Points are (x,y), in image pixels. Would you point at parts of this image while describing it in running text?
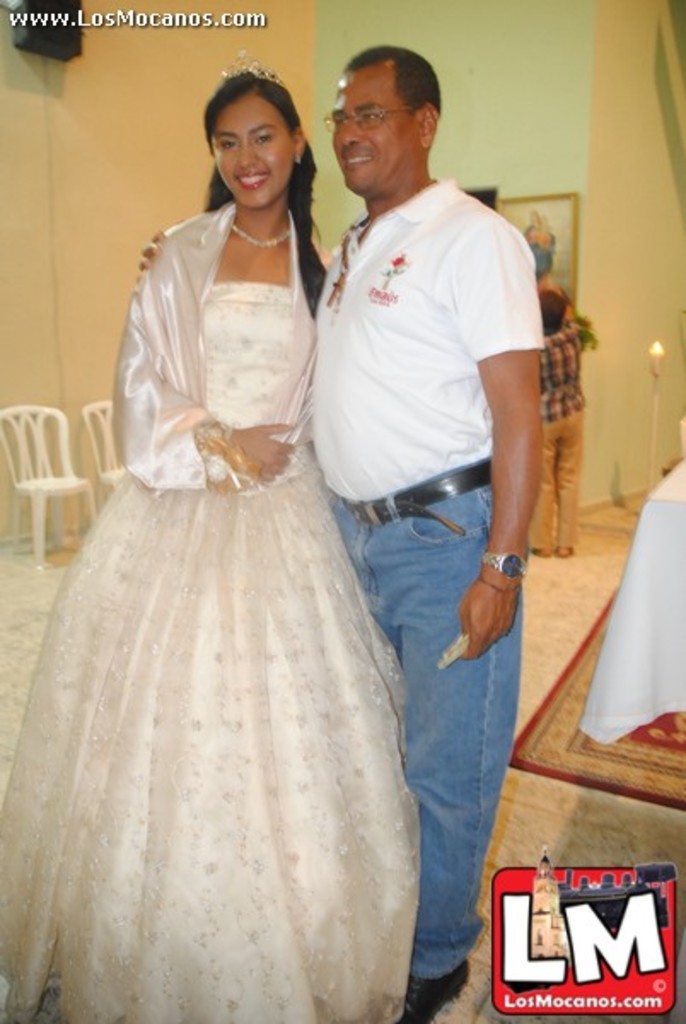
In this image there is a man (377,264) and woman (201,503) standing in the middle of the image (260,493). The man (364,343) is wearing a white t-shirt (364,327) and the woman (240,392) is wearing a frock (144,511). They both are smiling. In the background (76,447) there are chairs (76,483), wall (21,299) and table (611,712).
